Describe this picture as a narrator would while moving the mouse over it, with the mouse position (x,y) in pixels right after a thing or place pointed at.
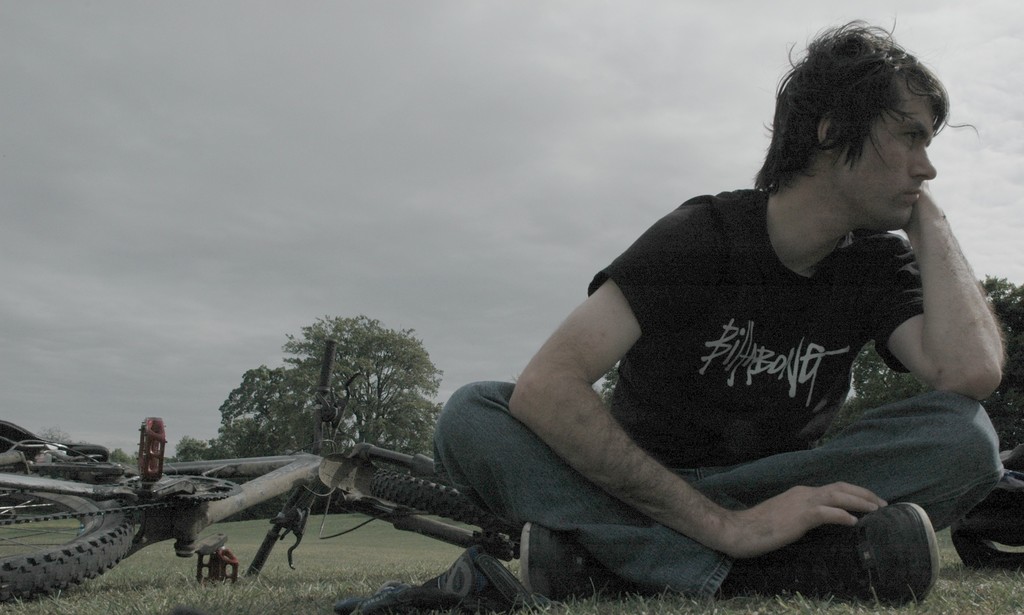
In this picture I can see a man (534,464) sitting on the grass (961,614), there are two objects (471,572) on the grass (391,572), there is a bicycle (216,501), trees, and in the background (460,173) there is sky (427,99).
